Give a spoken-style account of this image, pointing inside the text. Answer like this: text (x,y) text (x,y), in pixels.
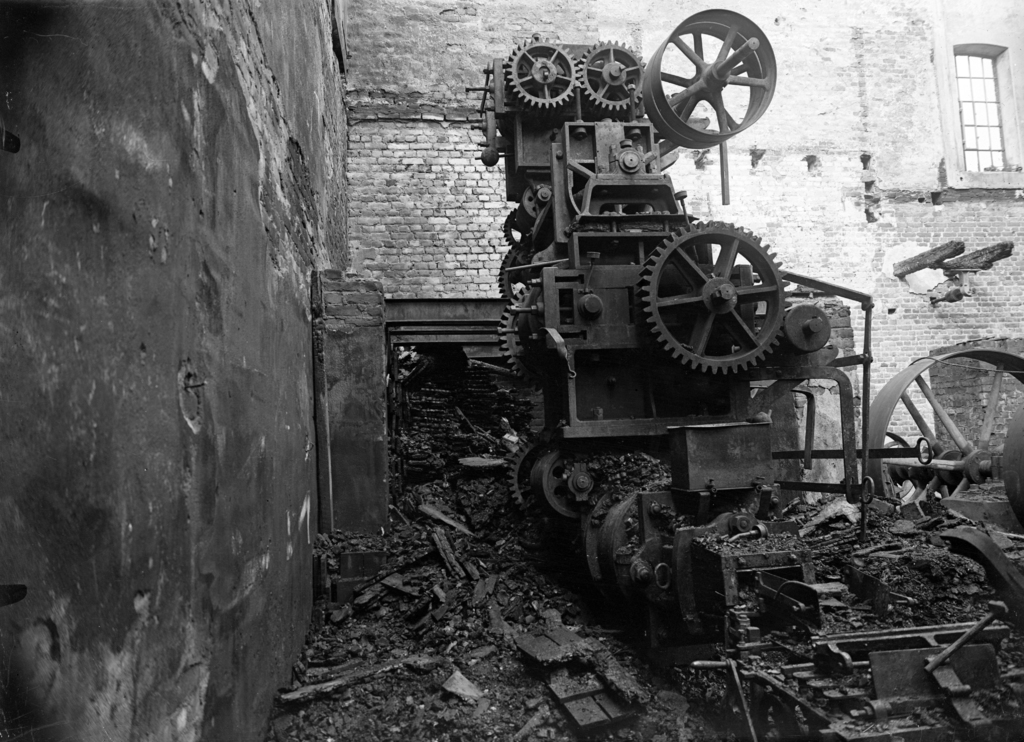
It is the black and white image in which we can see a machine (659,347) in the middle (638,379) which has wheels (722,297), motors (713,528) to it. On the left side (185,233) there is a wall (281,526). At the bottom (434,656) there is sand (478,656) on which there are wooden sticks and some metal rods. On the right side (978,136) top there is a window (985,105).
